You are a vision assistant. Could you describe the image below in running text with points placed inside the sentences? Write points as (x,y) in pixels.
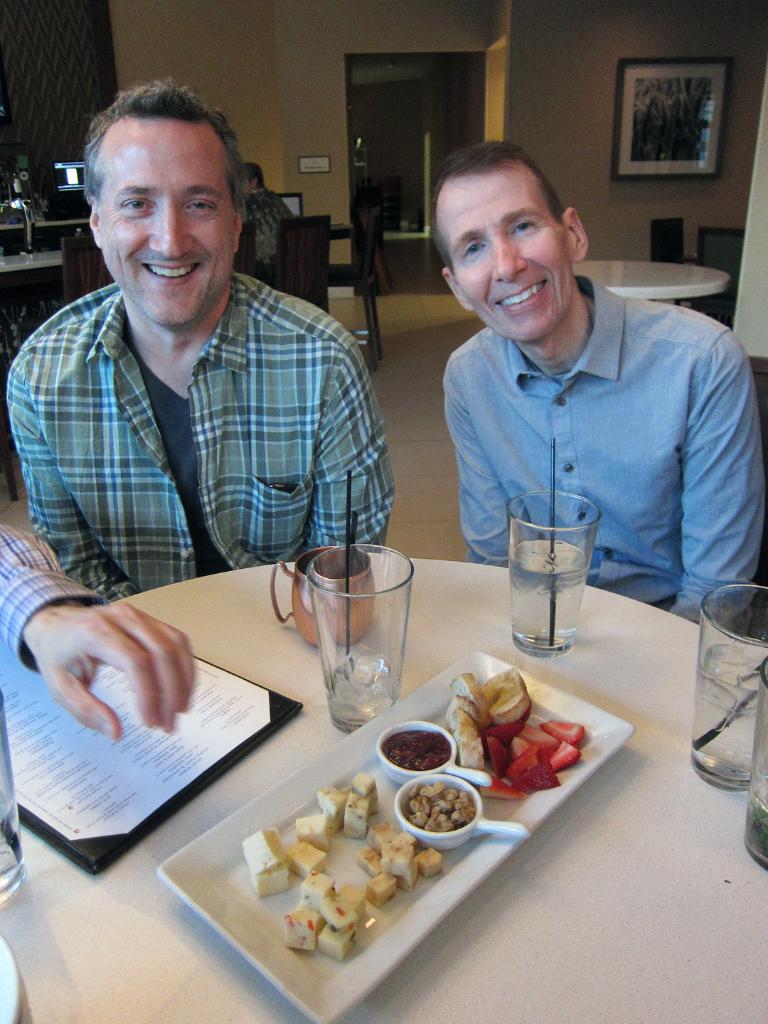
In this picture we can see two persons (336,541) sitting on the chairs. This is the table (593,1004). On the table (380,1000) there is plate (361,962), glasses (371,646), and a cup (273,598). And there is a paper (234,737) on the table (221,782). And this is the food (412,759). On the background (221,42) we can see the wall (540,60) and there is a frame (669,135) on the wall (221,42). Even we can see a one more person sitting on the chair (311,251).
